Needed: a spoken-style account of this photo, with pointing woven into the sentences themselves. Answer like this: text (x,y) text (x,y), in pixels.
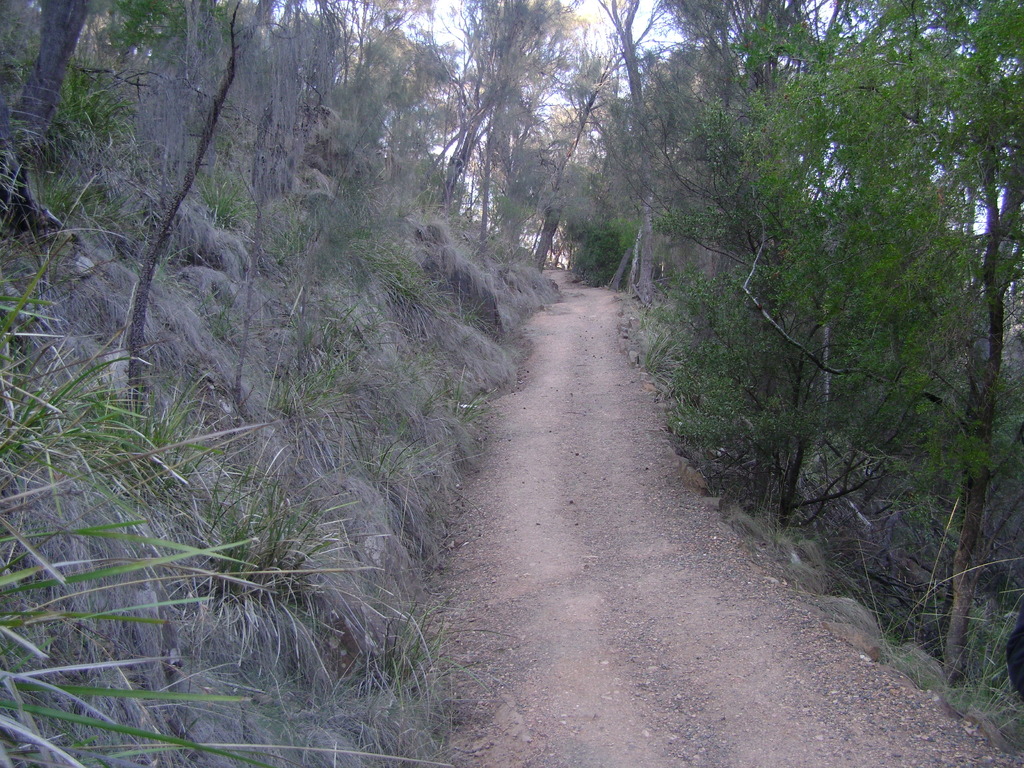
This picture is taken from outside of the city. In this image, on the right side (807,191), we can see some trees (909,487) and plants (907,547). On the left side (208,267), we can see some trees (305,78) and plants (252,477). In the background (454,83), we can see some trees (526,125). At the top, we can see a sky (601,21), we can see a land (695,600) with some stones (681,535) and plants (133,715).
